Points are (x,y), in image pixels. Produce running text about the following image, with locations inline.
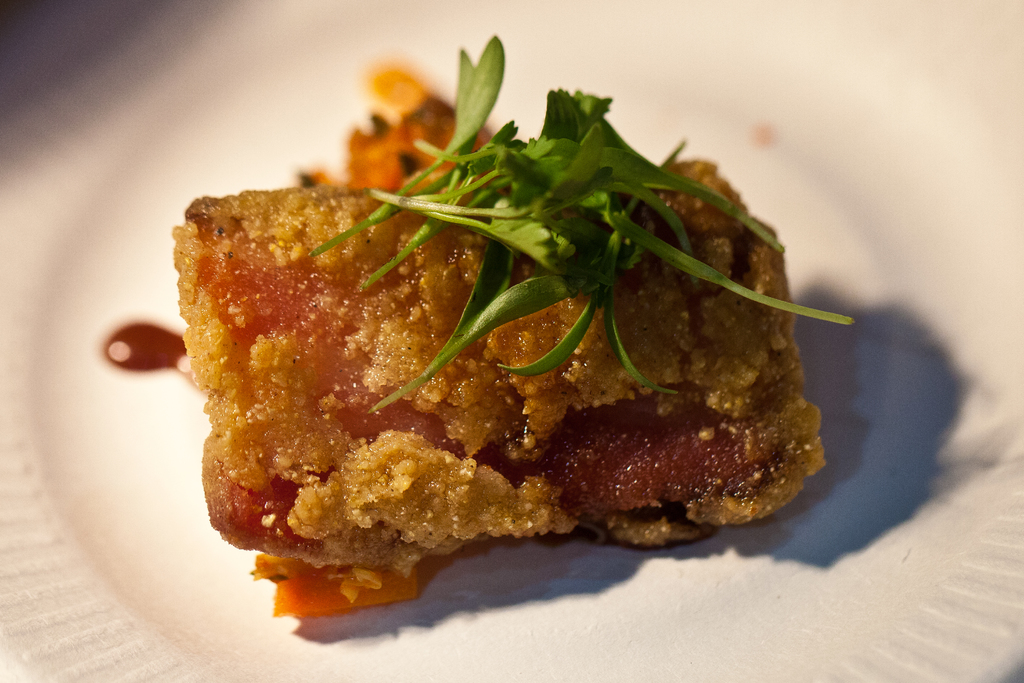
In the image we can see a plate (357,613), white in color. On the plate (650,601) we can see food item (468,488) and leaves (536,259).
